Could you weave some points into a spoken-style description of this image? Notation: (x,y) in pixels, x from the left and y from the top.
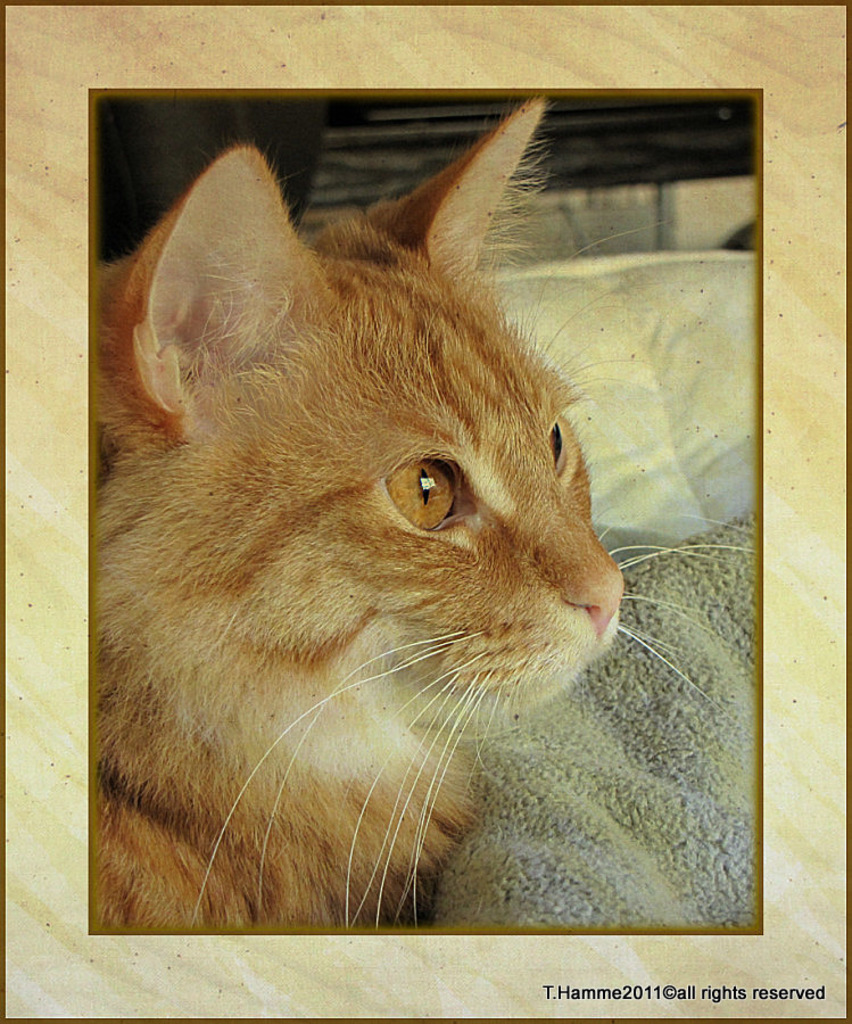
In this image there is a photo frame (835,537) in which there is a cat (303,638) beside the blanket (589,798).
